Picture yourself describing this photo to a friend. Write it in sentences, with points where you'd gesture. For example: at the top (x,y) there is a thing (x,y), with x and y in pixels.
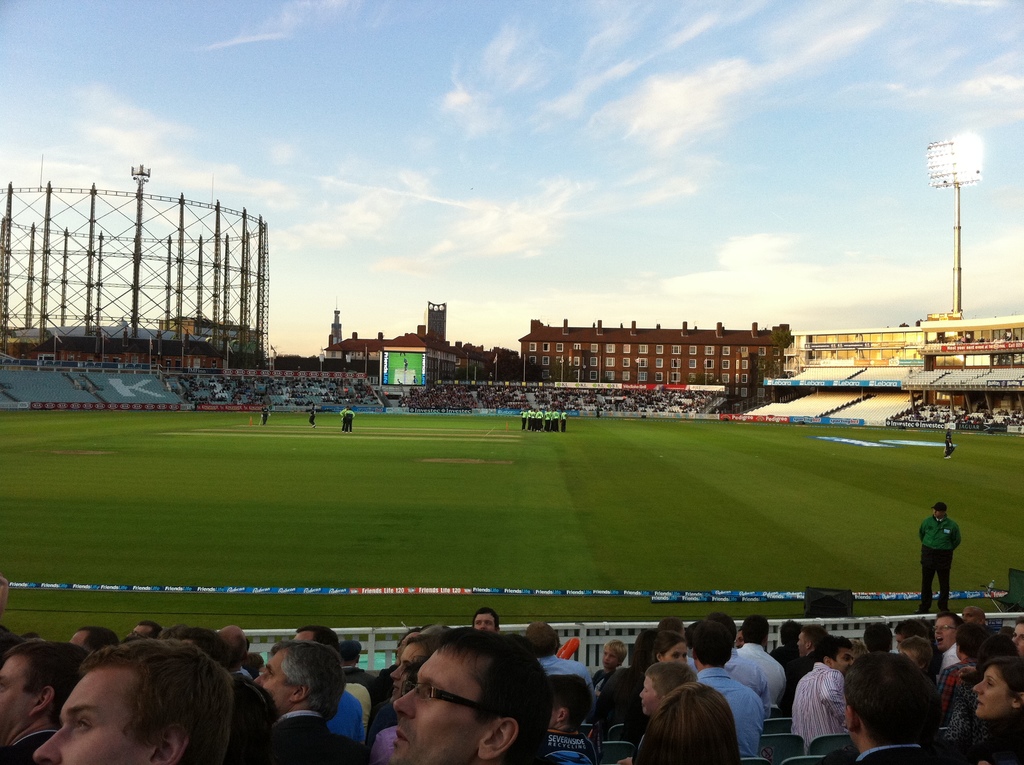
In this picture I can observe playground (479,453) in the middle of the picture (587,458). In the bottom of the picture (142,690) I can observe some people (667,698). There are men (484,674) and women (613,686) in this picture. In the background (418,349) there are buildings (678,344) and clouds (490,106) in the sky (509,103).
